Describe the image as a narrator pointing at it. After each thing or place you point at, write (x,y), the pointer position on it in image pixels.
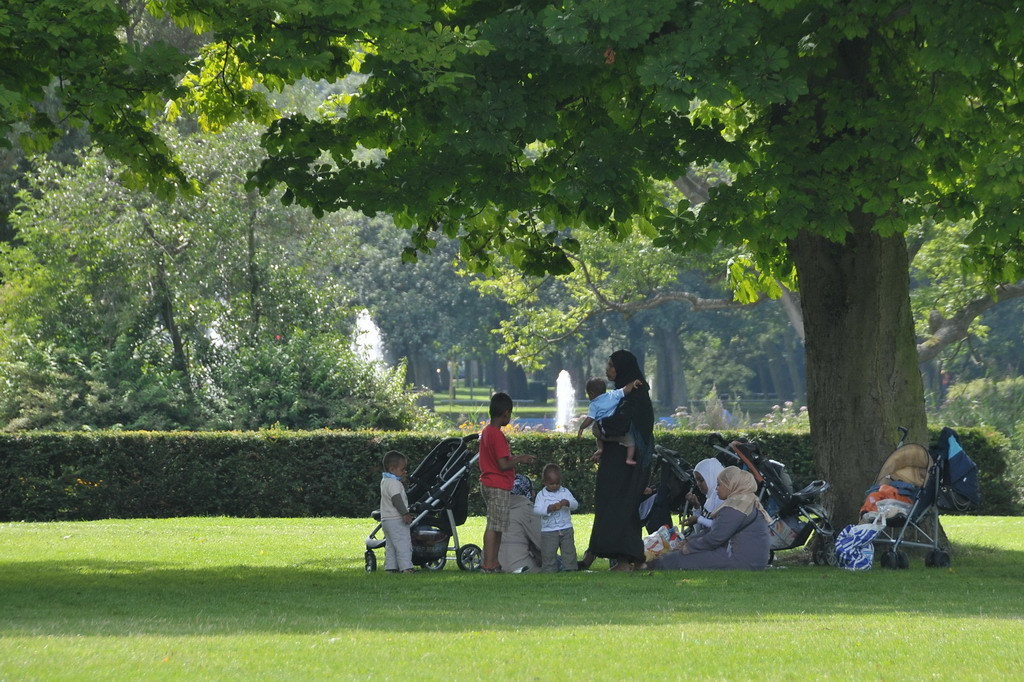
In this image, we can see persons (607,460), kids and strollers (926,515) on the grass (467,639). There are some plants (314,468) and trees (531,274) in the middle of the image (438,246).
